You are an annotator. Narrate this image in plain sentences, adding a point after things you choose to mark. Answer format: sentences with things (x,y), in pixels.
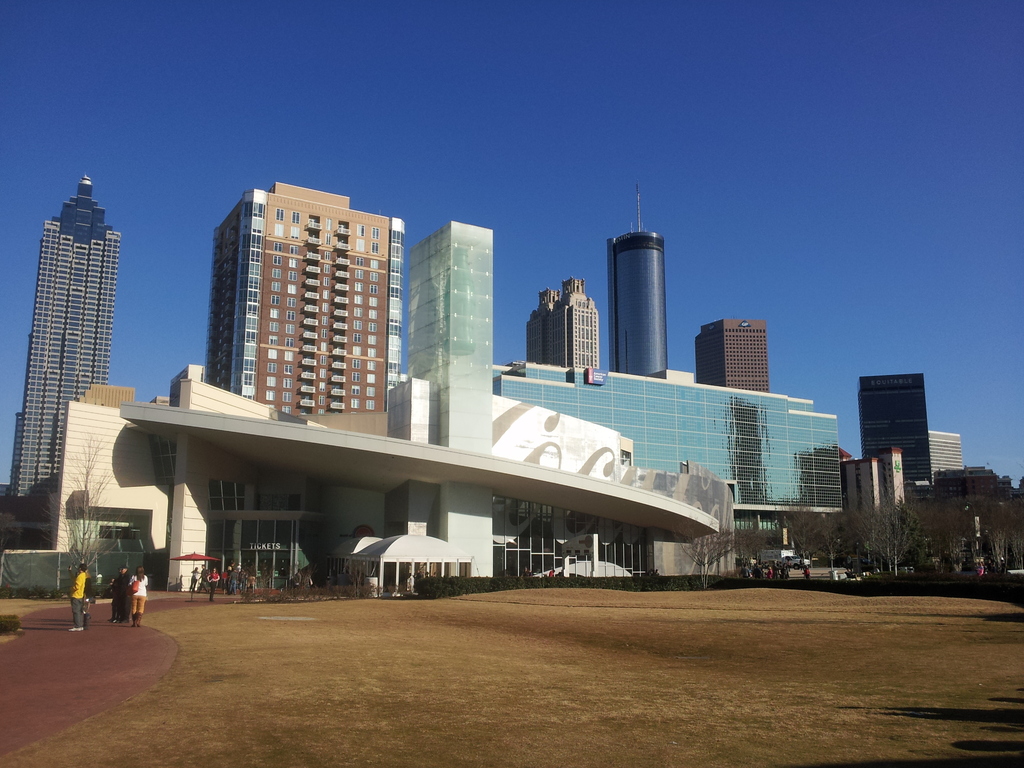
In the foreground of this image (425,684), there is land (514,662). On the left (116,602), there are people (116,602) standing on the path (119,625). In the background (352,428), there are buildings (751,429), trees (947,518) and the sky (651,112).
